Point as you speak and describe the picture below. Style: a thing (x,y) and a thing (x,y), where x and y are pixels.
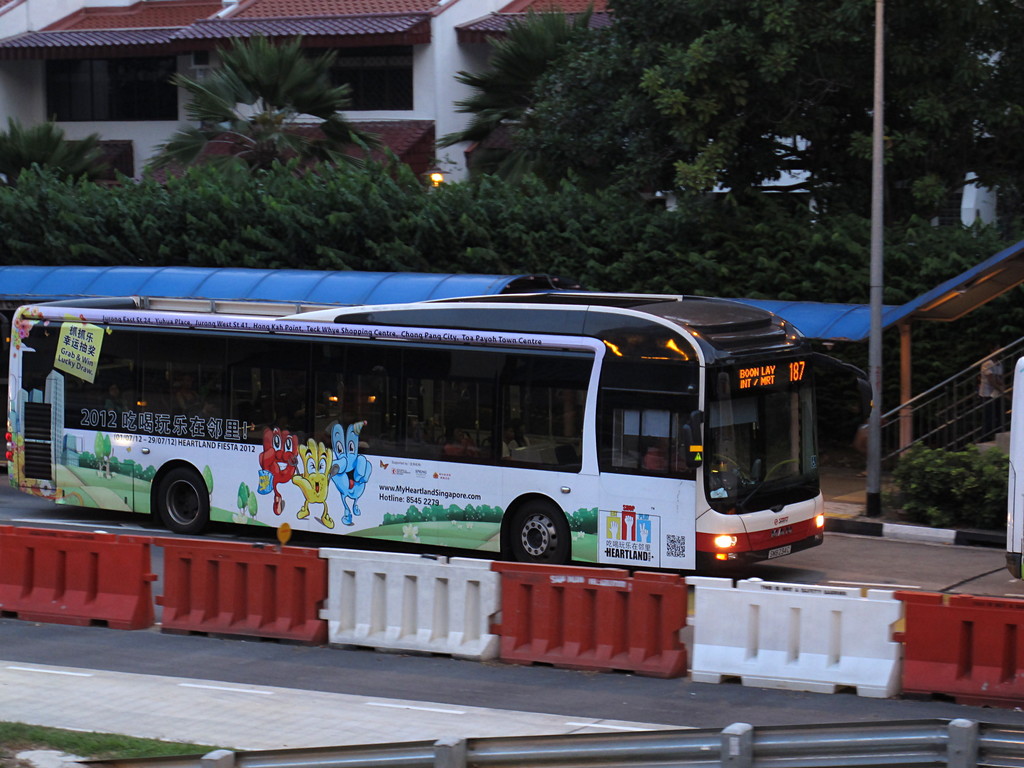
In this image, we can see a vehicle (477,481), a person (983,375). We can see some buildings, trees (633,82) and the ground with some objects (654,629). We can also see the railing (973,417) and an object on the right (980,430). We can see some grass (157,754) and some objects (788,732) at the bottom (91,744). We can see the shed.
